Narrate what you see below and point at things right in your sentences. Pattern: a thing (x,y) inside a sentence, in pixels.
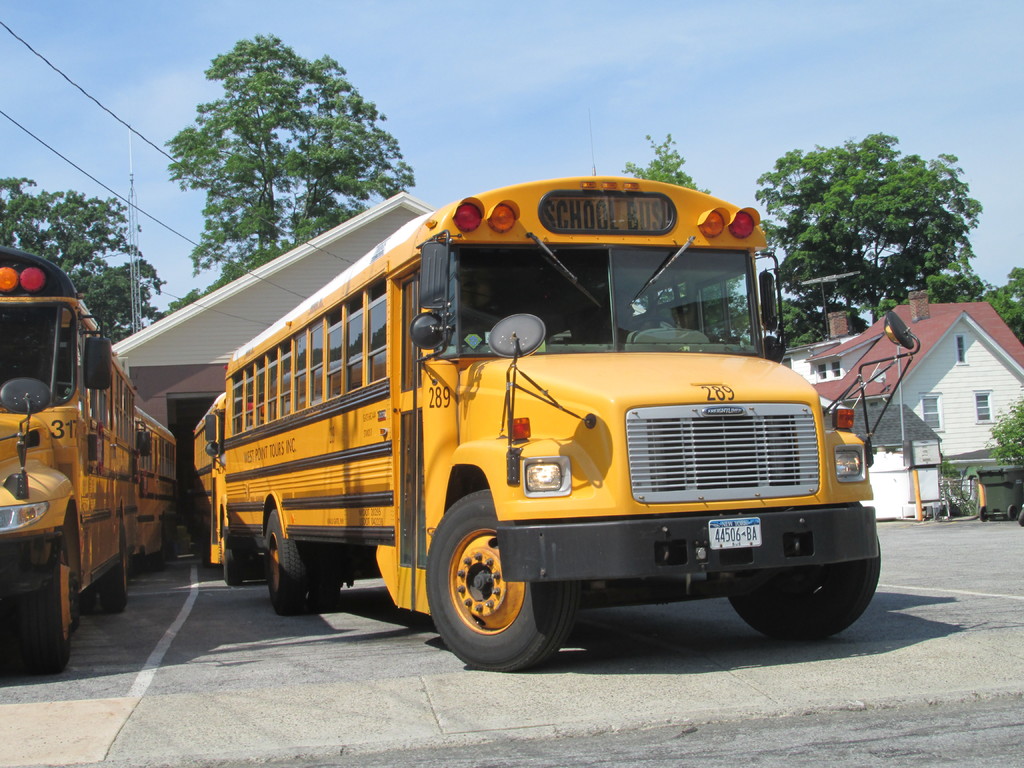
In this picture there are many buses (446,496). On the right (1019,456) background (855,341) we can see building (893,427) and plants (1013,435). In the background (959,227) we can see many trees (953,237). On the left (129,130) we can see tower (130,166) and electric wires (140,137). On the top (612,84) we can see sky (675,34) and clouds (675,34).
